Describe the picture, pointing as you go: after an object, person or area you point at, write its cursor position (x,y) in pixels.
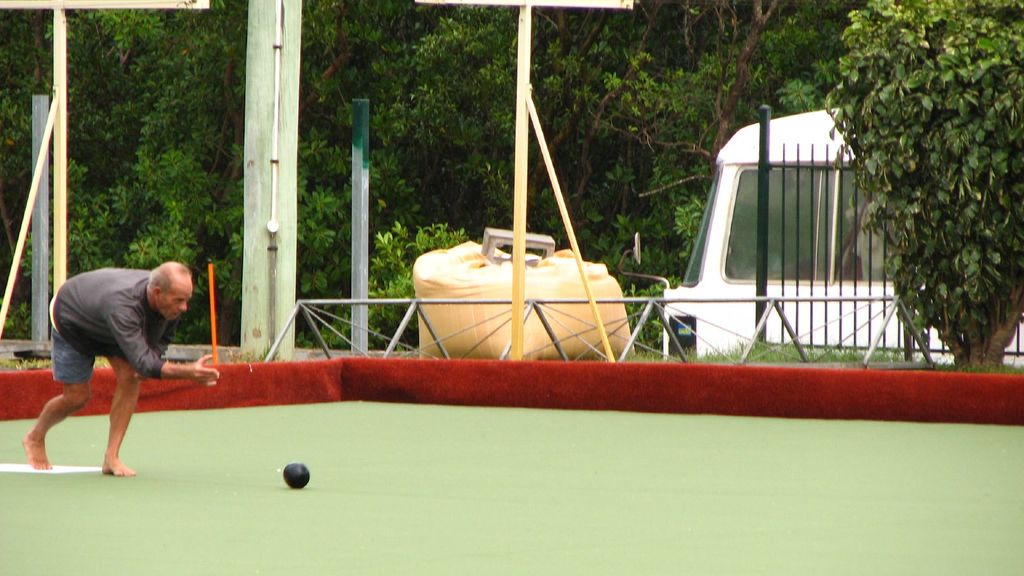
In this picture we can see a man (113,413) in the motion and on the path (177,494) there is a ball (287,471). Behind the man (131,316) there are poles (760,172), a vehicle (736,186), fence (797,232), trees (985,202) and other things.
